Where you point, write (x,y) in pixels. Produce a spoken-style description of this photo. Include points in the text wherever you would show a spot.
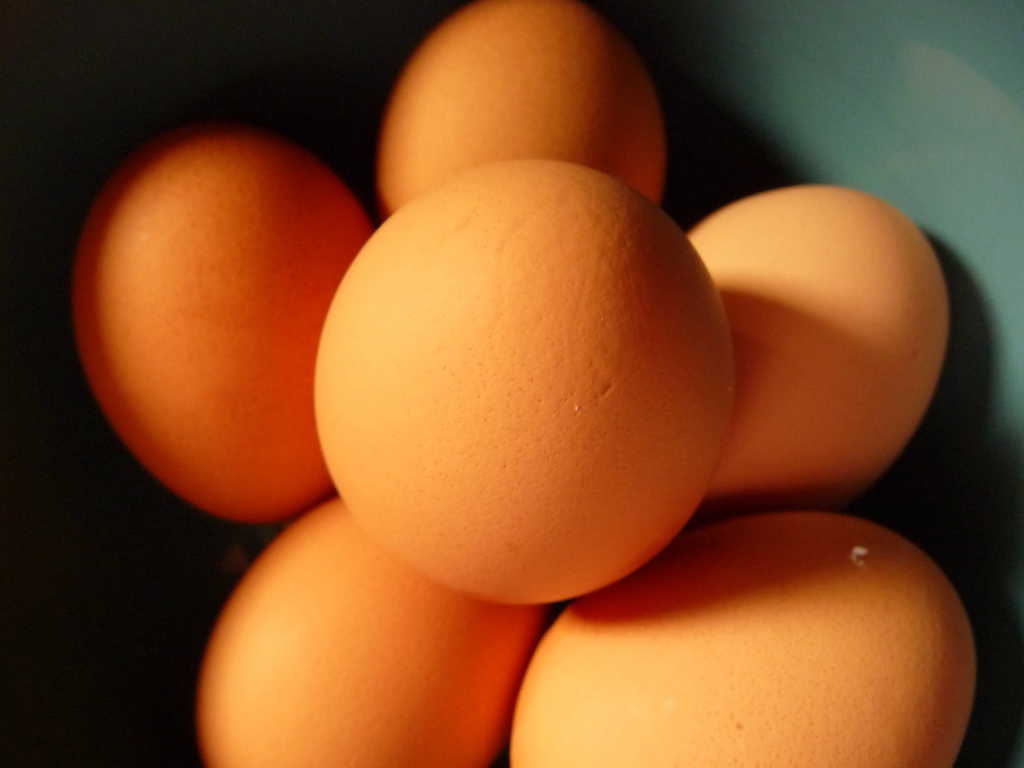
Here in this picture we can see some eggs (491,260) present in a bowl (255,529) over there.
